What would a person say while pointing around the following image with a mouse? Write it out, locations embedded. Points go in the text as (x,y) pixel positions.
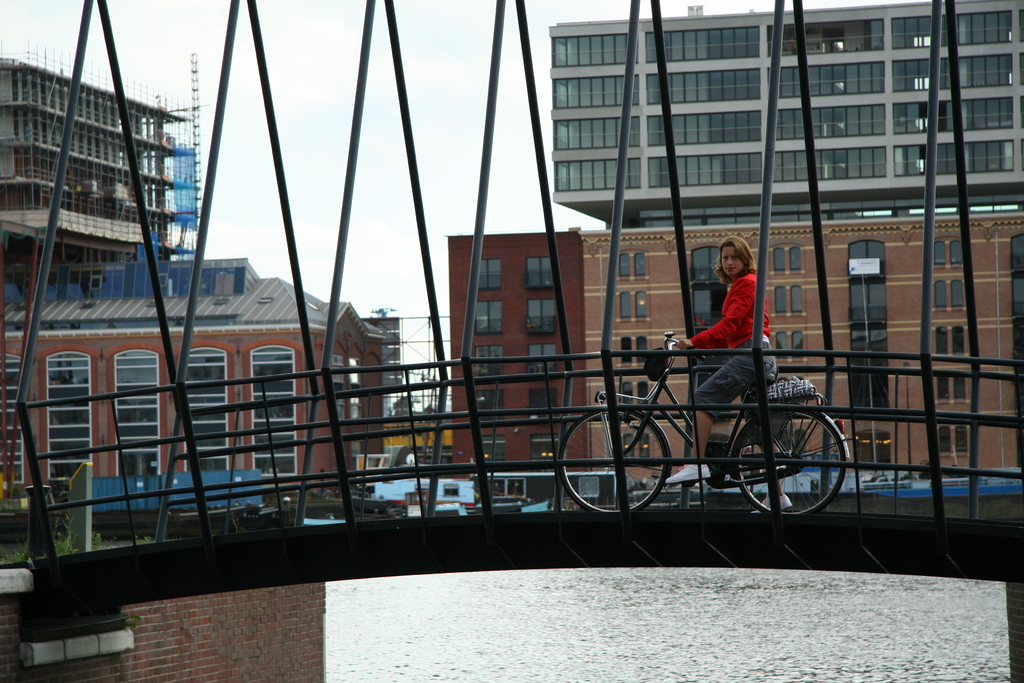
In this image I see a woman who is with the cycle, I can also see that there are lot of buildings (61,412) and the sky (351,255) in the background (208,307).
